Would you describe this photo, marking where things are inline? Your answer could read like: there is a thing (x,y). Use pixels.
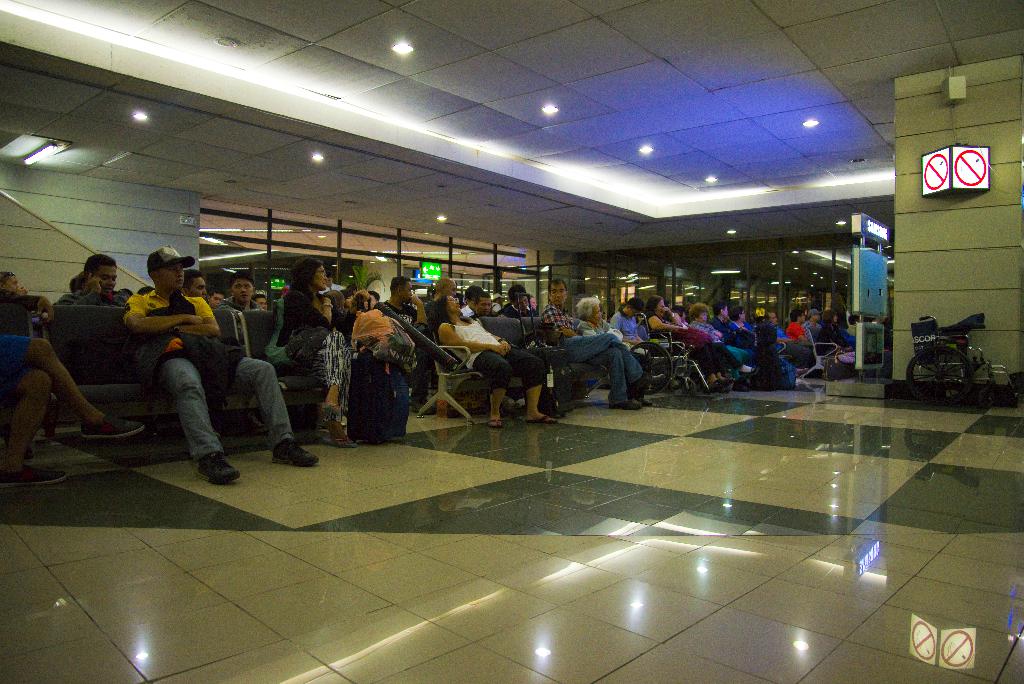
In this image we can see few people (198,319) sitting on the chairs (465,364) in a room (524,351), there is a sign board (957,163) to the wall (987,210), there are lights (408,49) to the ceiling (466,129) and a wheel chair (945,350) near the wall (906,356).
